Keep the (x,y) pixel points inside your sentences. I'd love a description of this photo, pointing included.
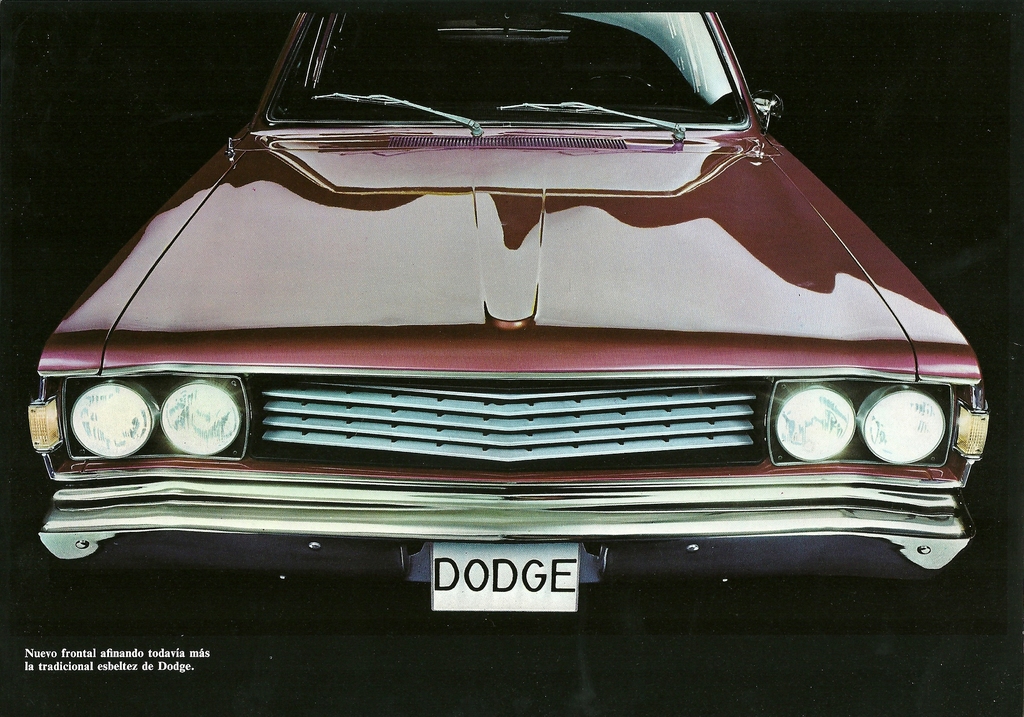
In the center of the image (662,426) we can see a car (446,219). In the bottom left corner (187,664) we can see the text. In the background (500,623), the image is dark.
